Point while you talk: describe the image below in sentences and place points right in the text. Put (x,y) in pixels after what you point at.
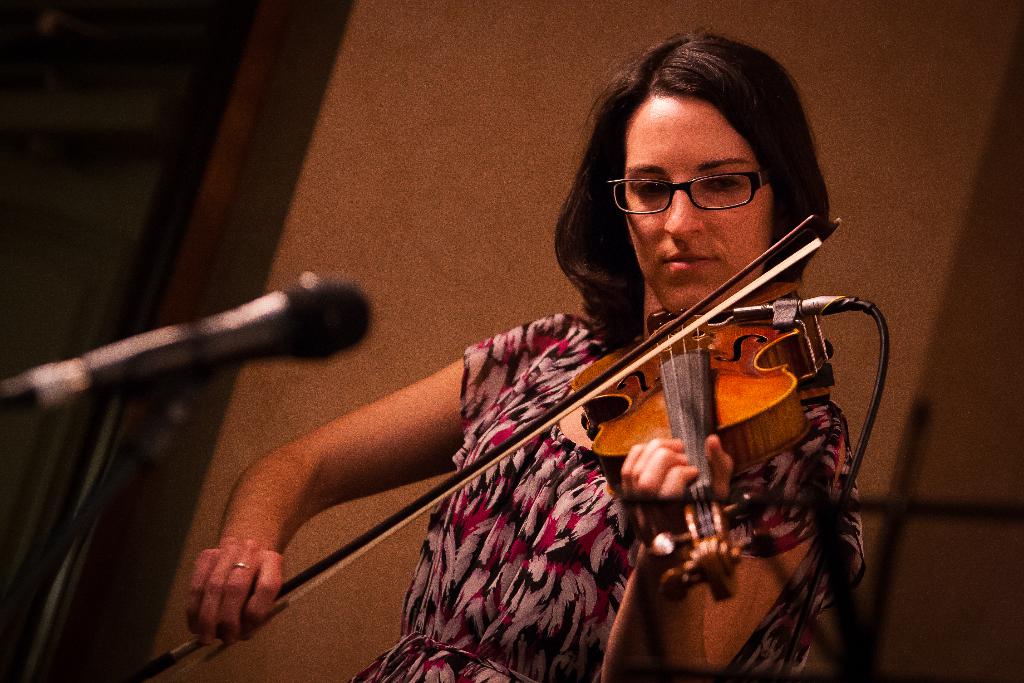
In the picture we can see a woman (584,364) playing a violin (644,393), the violin (616,392) which is brown in color and she is playing near the microphone (273,307) which is on the stand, in the background (564,302) we can see a wall (822,262) with the wooden frame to it.
